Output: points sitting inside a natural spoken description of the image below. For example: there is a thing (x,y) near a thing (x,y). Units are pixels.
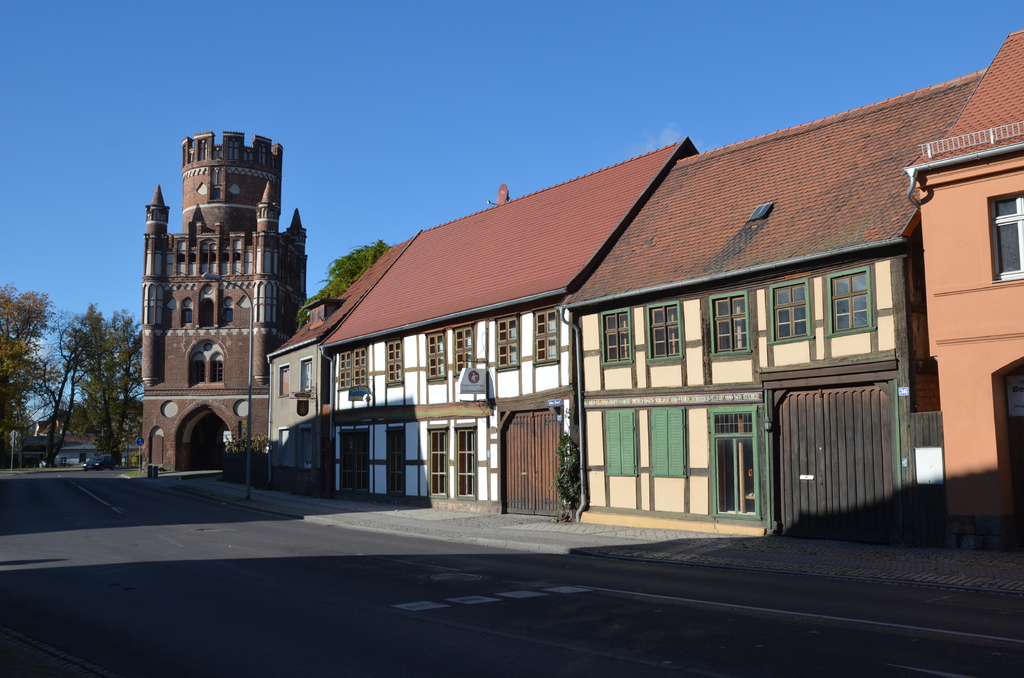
In this picture we can see monument (263,223) and buildings (687,282). On the right (816,468) there is a brown door (811,454) near to the windows (748,452). On the left (86,334) we can see the car (93,468) near to the trees (100,414). At the top (417,52) there is a sky (525,98) and cloud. At the bottom (594,543) we can see the road (612,610). In front of the white color building (345,359) there is a street light (251,488).
